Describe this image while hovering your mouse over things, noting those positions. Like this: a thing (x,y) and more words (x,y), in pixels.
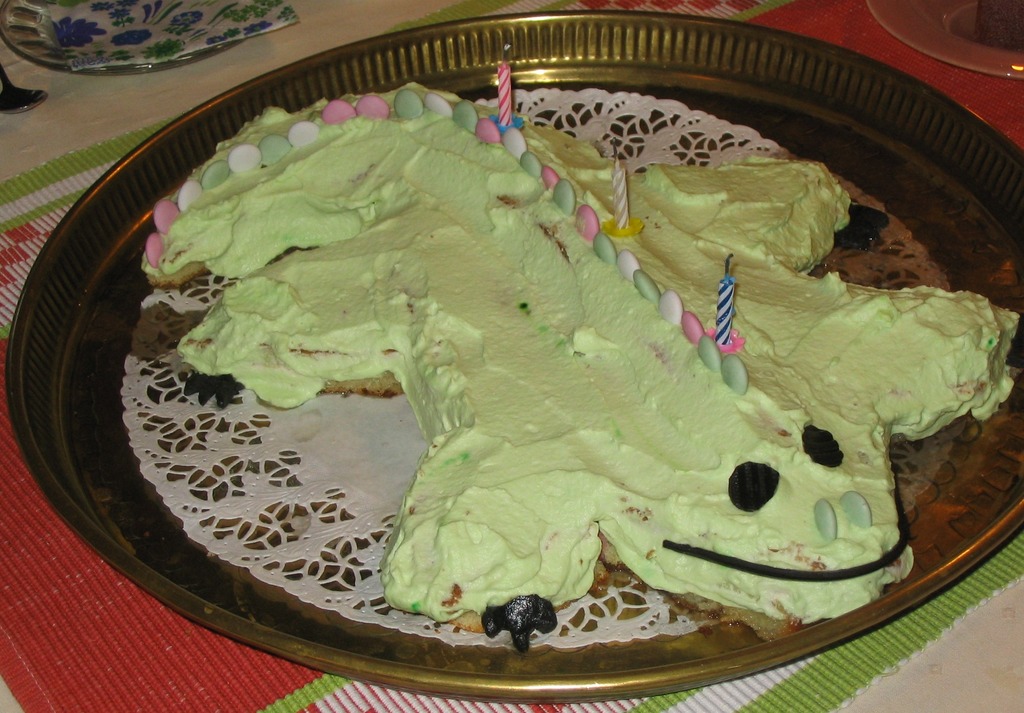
In this picture I can see a cake (778,281) with gems (671,297) and candles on it, on the plate (153,195), and there are plates (17,23), spoon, paper (223,14), this looks like a mat (143,686), on the object (10,131).
